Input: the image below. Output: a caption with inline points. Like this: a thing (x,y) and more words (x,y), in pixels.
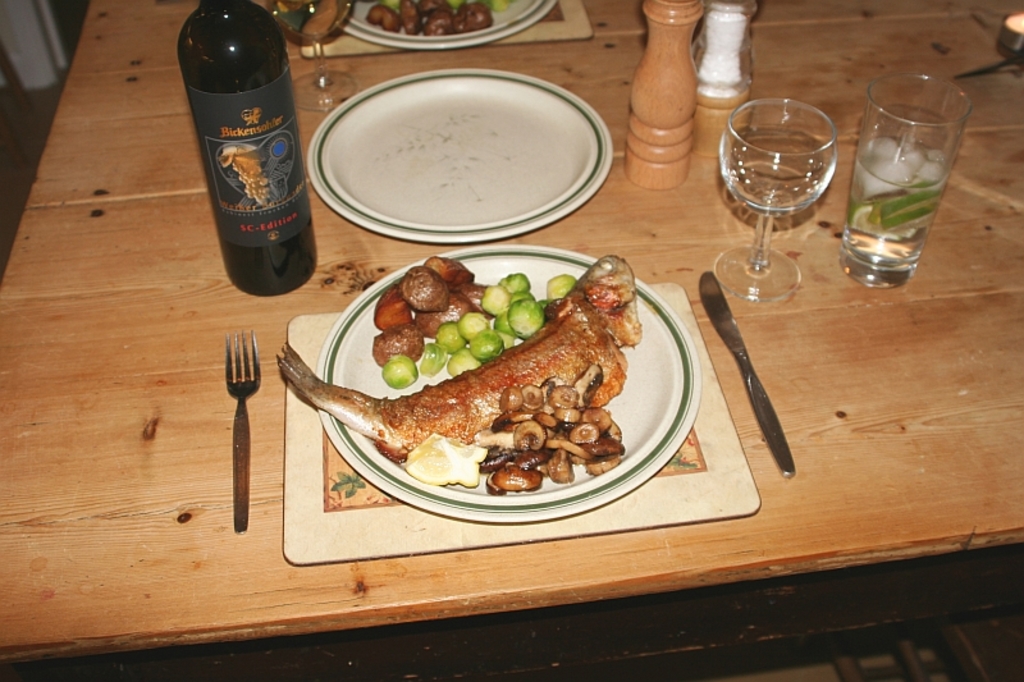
In this picture, we see a wooden table (746,530) on which the table mats (355,495) are placed. We see the plates (489,33) containing the food (492,289) are placed on the table mat (334,512). We see the glass bottle (266,198), plates (335,350), glasses (879,287) containing the liquid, fork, wooden object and knife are placed on the table (268,346). At the bottom (700,633), it is black in color.
